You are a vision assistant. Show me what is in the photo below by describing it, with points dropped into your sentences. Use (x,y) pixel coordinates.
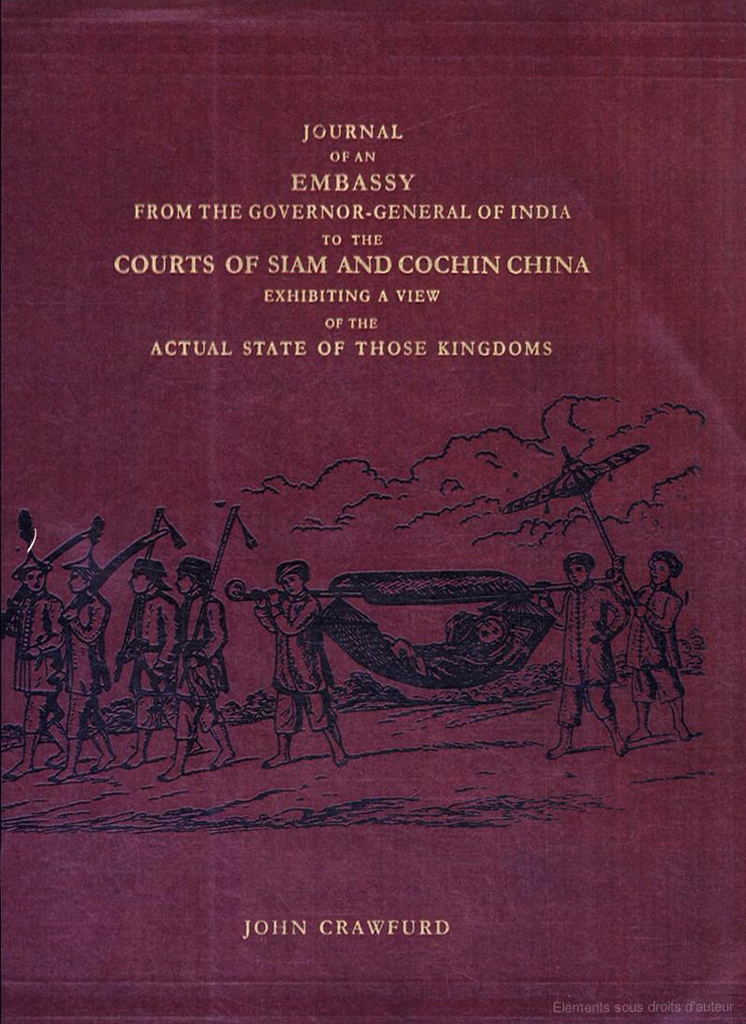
In the center of the image (318,666) there is a poster (282,850) with some text (464,208) and depictions of persons (284,622).
